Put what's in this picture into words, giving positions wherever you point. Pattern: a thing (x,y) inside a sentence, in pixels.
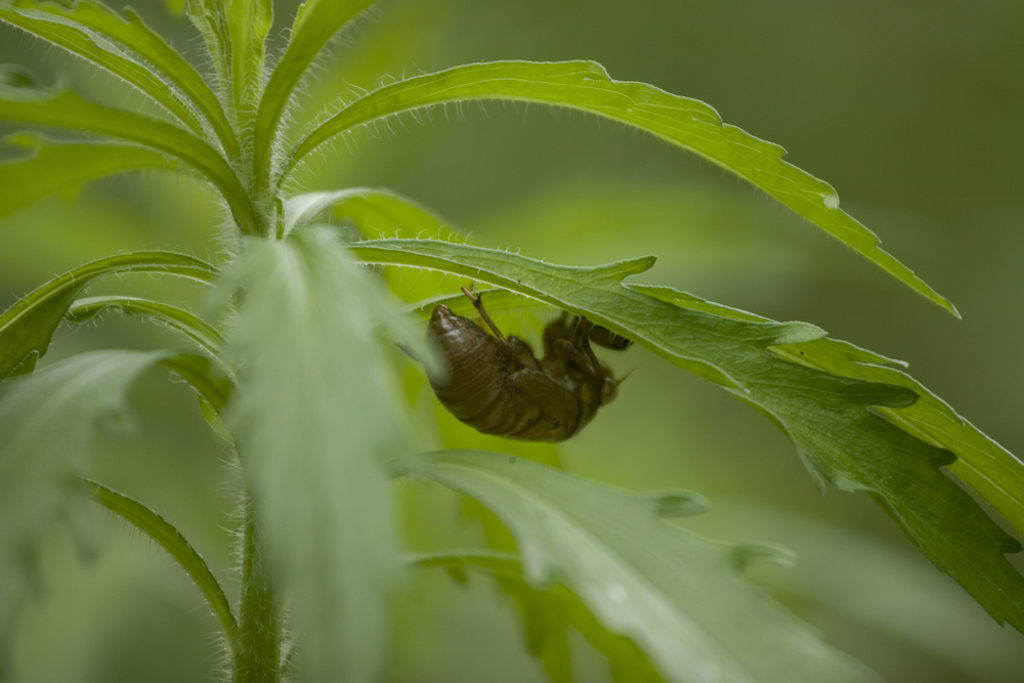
In the center of the image (447,325), we can see an insect (551,322) and in the background (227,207), there are plants (316,341).
